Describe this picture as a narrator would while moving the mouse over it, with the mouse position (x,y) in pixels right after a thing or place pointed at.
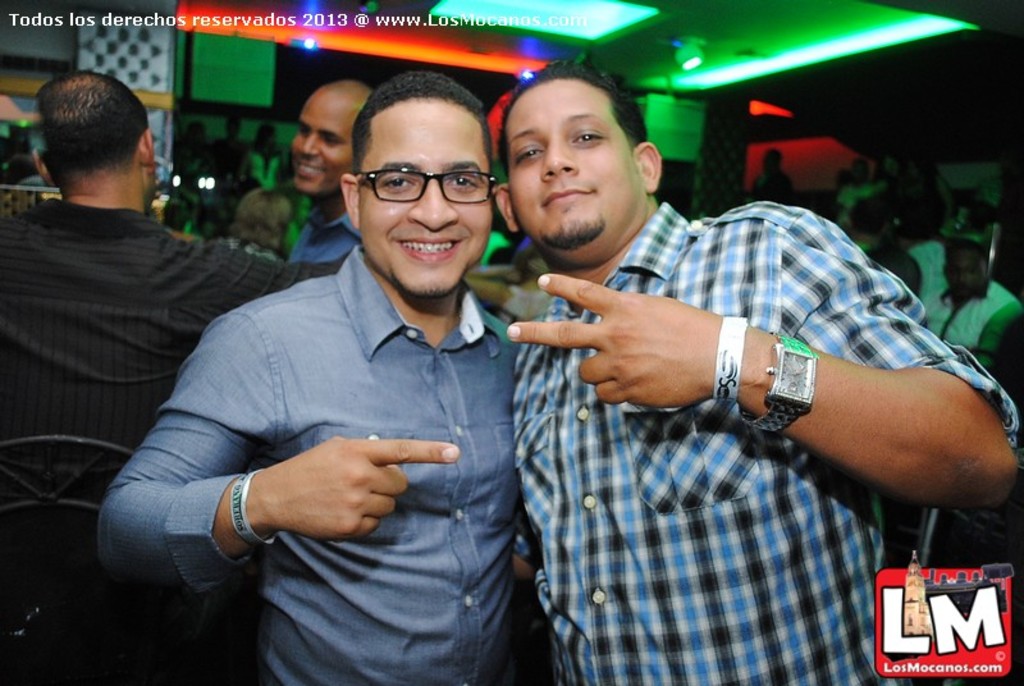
This is an inside view. Here I can see two men (418,338) standing, smiling and giving pose for the picture. On the left side (106,287) there are two persons (263,248). One person (83,304) is sitting on a chair (54,532). In the background (262,195), I can see many people (849,225) in the dark. At the top of the image (172,25) there are few lights (339,38) and some text (391,21).
